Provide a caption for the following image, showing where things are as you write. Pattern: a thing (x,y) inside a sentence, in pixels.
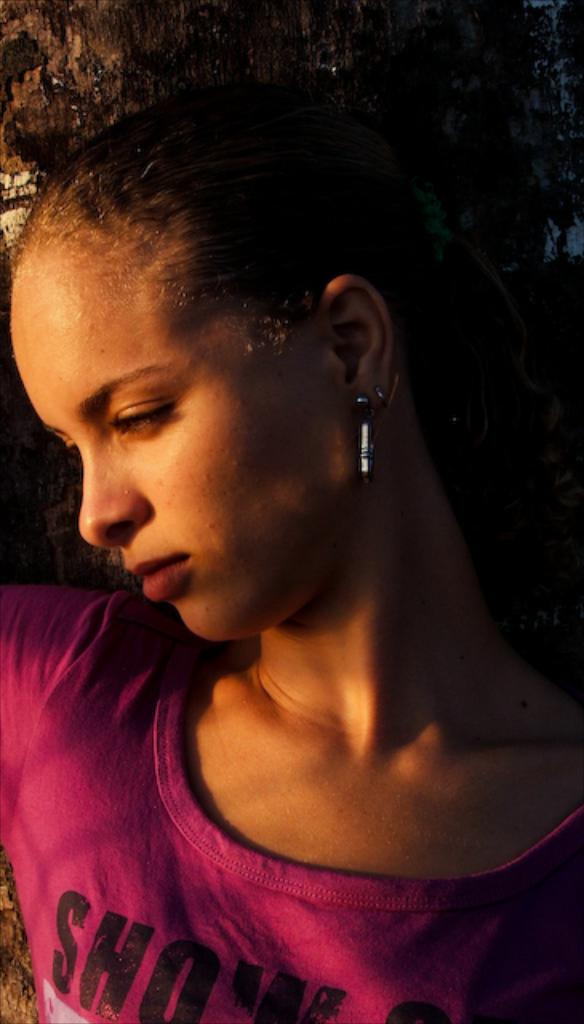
In this picture, we see the woman (225,804) is wearing the purple T-shirt (220,860). She might be posing for the photo. Behind her, we see the wall (494,229) or the stem (73,70) of the tree (202,56).
